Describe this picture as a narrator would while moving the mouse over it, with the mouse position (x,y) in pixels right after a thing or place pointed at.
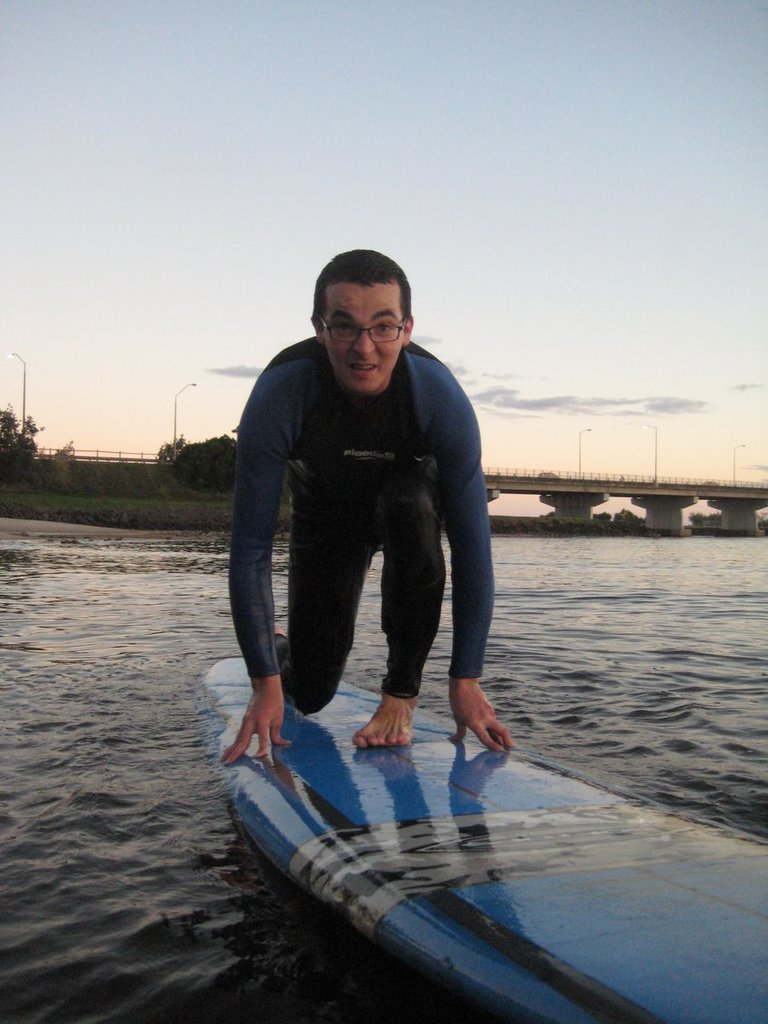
In this picture we can see a man (333,687) is in a squat position on the surfboard (366,754) and the surfboard (355,841) is on the water (112,886). Behind the man (301,483) there are trees (5,476) and bridge (602,490) with poles (177,421). Behind the bridge (621,480) there is a sky (395,205).
